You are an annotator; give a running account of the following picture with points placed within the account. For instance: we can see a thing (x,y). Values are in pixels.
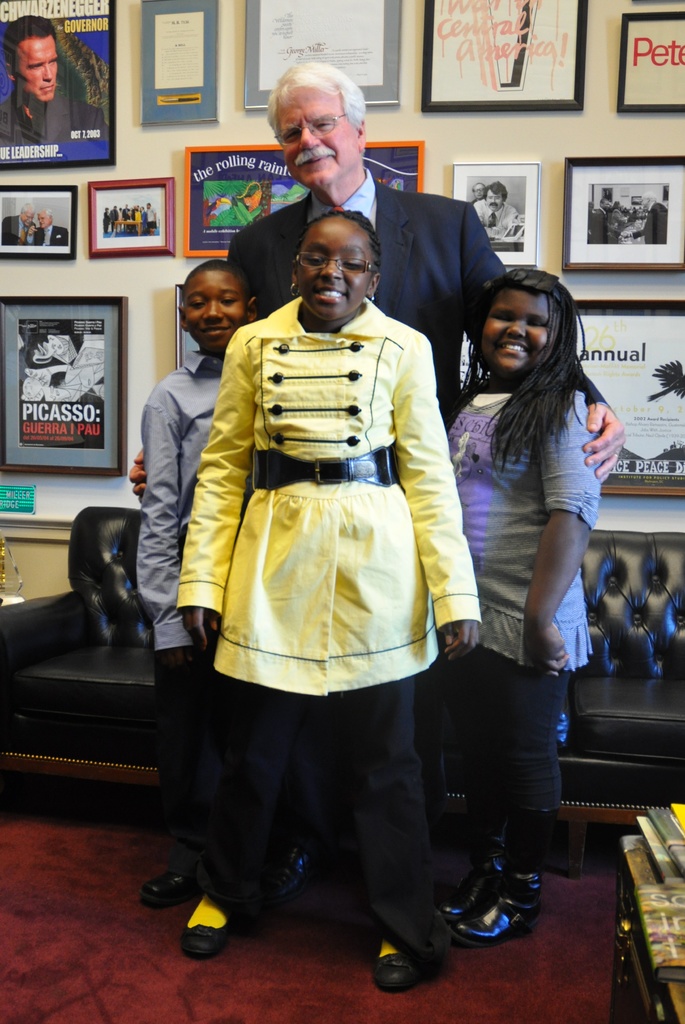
In this image I can see a man (317,203) and three children (336,413) standing on the floor (287,992), smiling and giving pose for the picture. At the back of these people (413,835) there is a couch (617,649). In the background (450,84) there are many photo frames (75,139) attached to the wall (140,155). In the bottom right (643,933) there is a table (636,966) on which few books (663,850) are placed.
